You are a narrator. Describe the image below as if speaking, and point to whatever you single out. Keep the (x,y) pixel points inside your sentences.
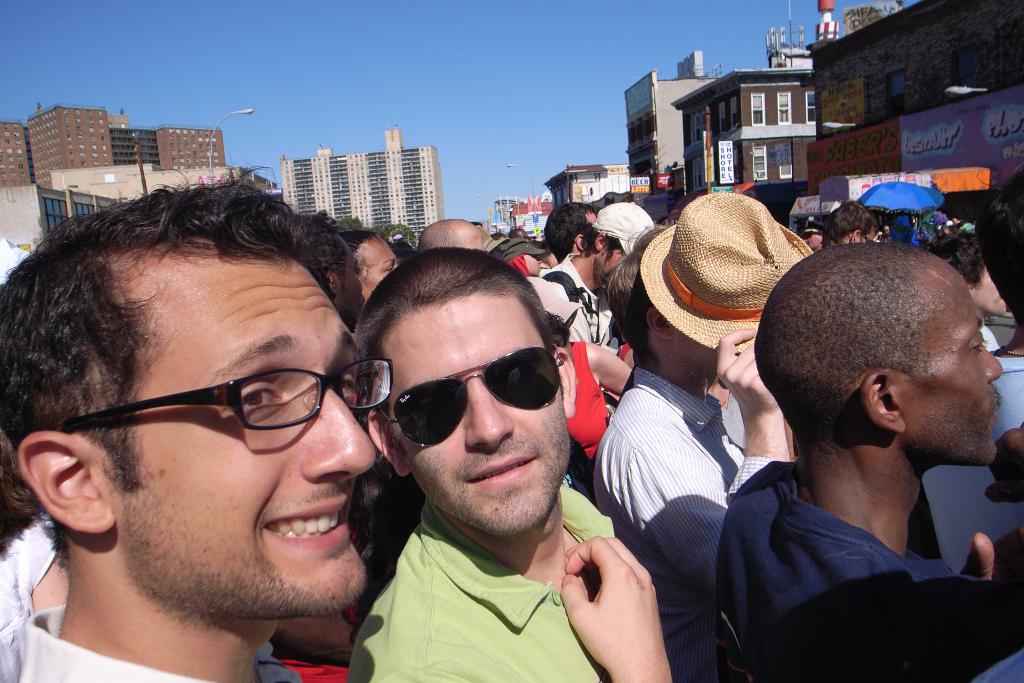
In this image there are people (563,453) standing. In the background (354,202) there are many buildings (758,118) and some poles (137,150). At the top (411,47) there is sky (411,47).
